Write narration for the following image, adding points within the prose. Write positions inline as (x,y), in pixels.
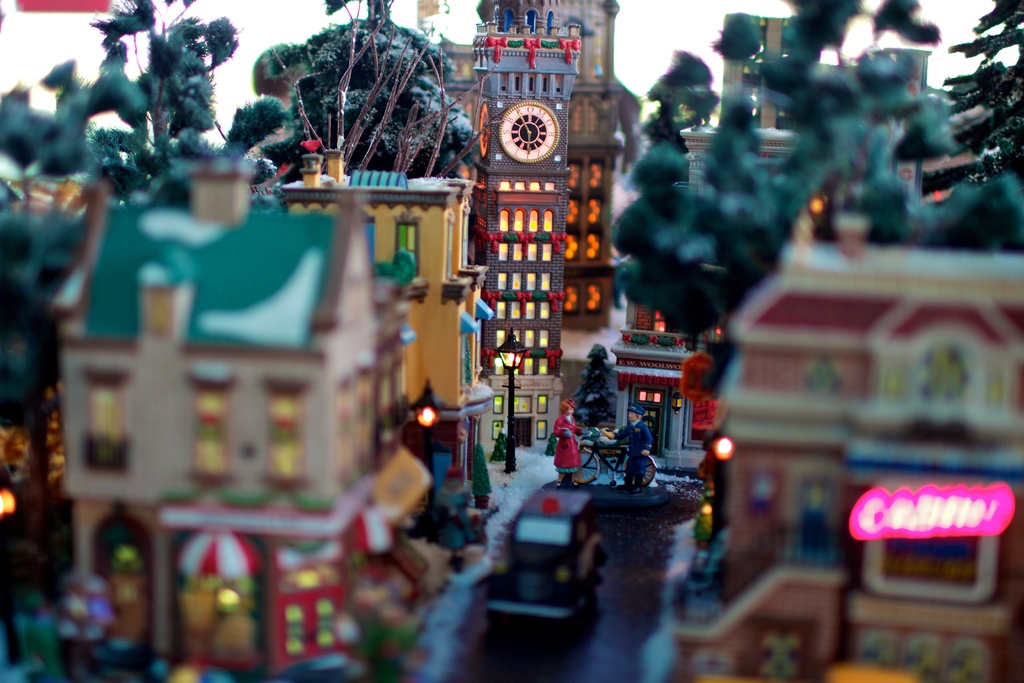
In this image we can see a group of toys (463,433) in which we can see a man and a woman (566,464) standing on the ground (616,520). We can also see some vehicles (591,521) on the ground (522,476), a clock tower (532,413), some buildings (665,455) and trees (739,289).
